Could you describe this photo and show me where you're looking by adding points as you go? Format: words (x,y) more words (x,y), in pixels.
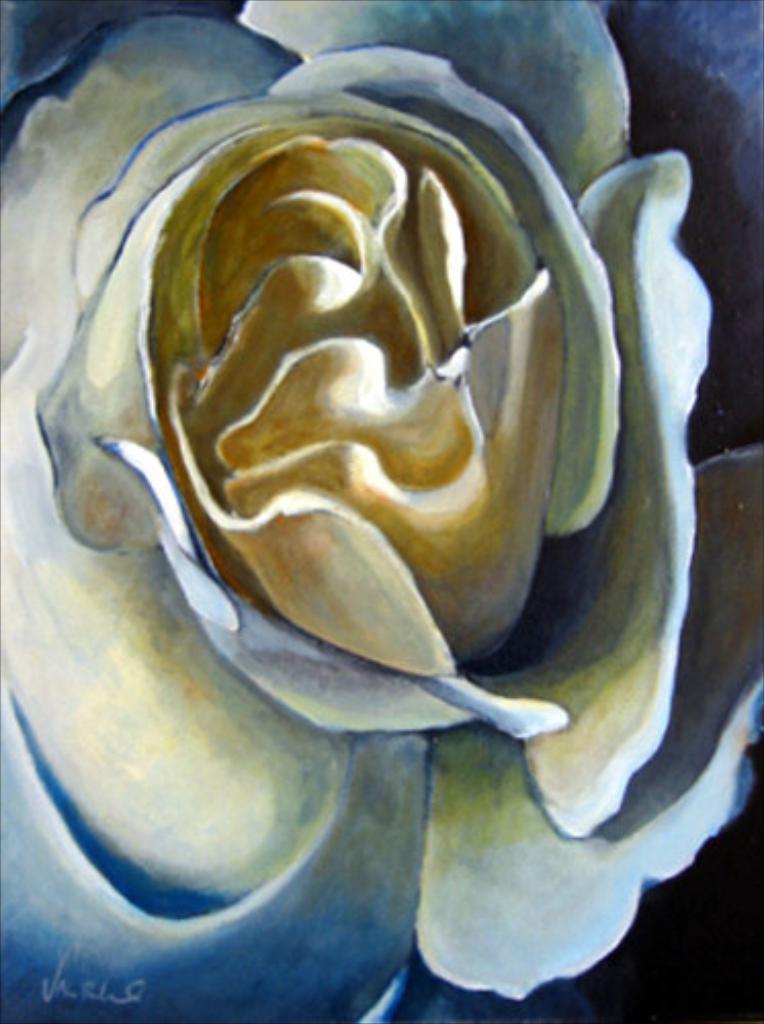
In the center of the image (312,434), we can see a painting (206,527) of a flower (285,795) and at the bottom (125,997), there is some text (135,979).
